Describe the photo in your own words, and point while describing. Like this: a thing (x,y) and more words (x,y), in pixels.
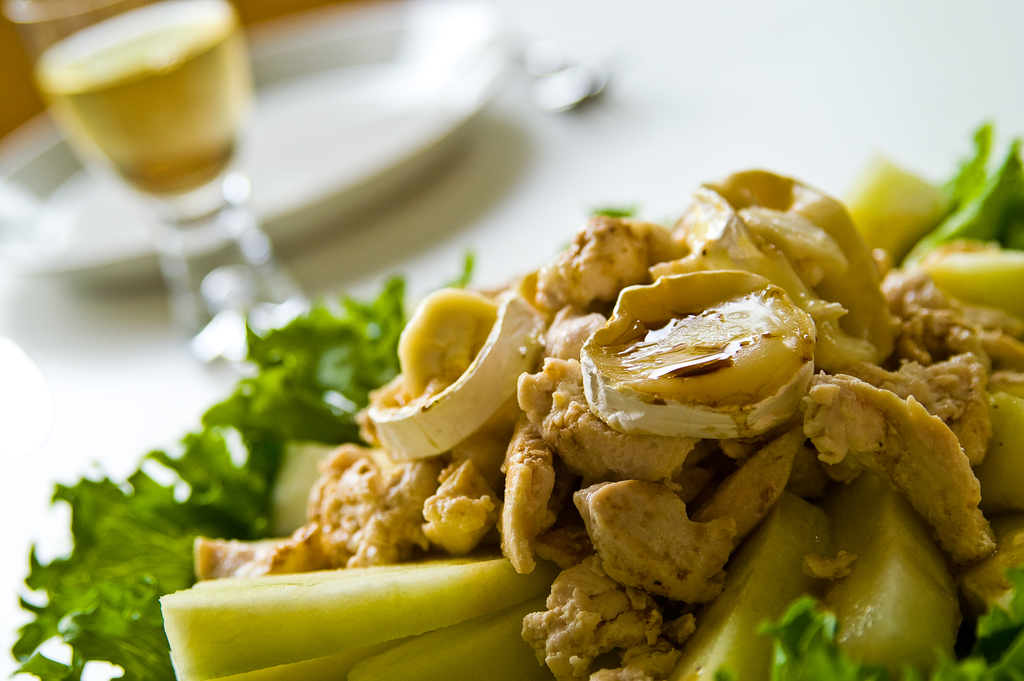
There are food items (549,380) with green leafy vegetables (338,434) in the foreground area of the image (482,398) and there is a glass (233,179), plate (405,148) and a spoon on the table (398,269).
